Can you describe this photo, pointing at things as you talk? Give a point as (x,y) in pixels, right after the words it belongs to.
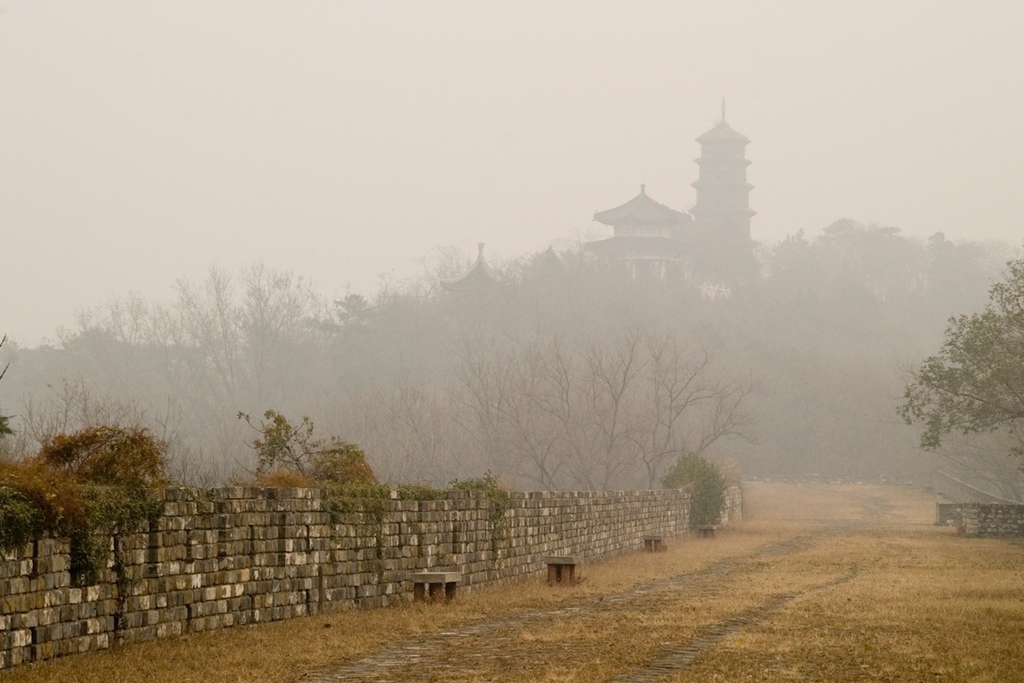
In this picture we can see a wall (516,523), few trees (611,429) and buildings (729,221).
